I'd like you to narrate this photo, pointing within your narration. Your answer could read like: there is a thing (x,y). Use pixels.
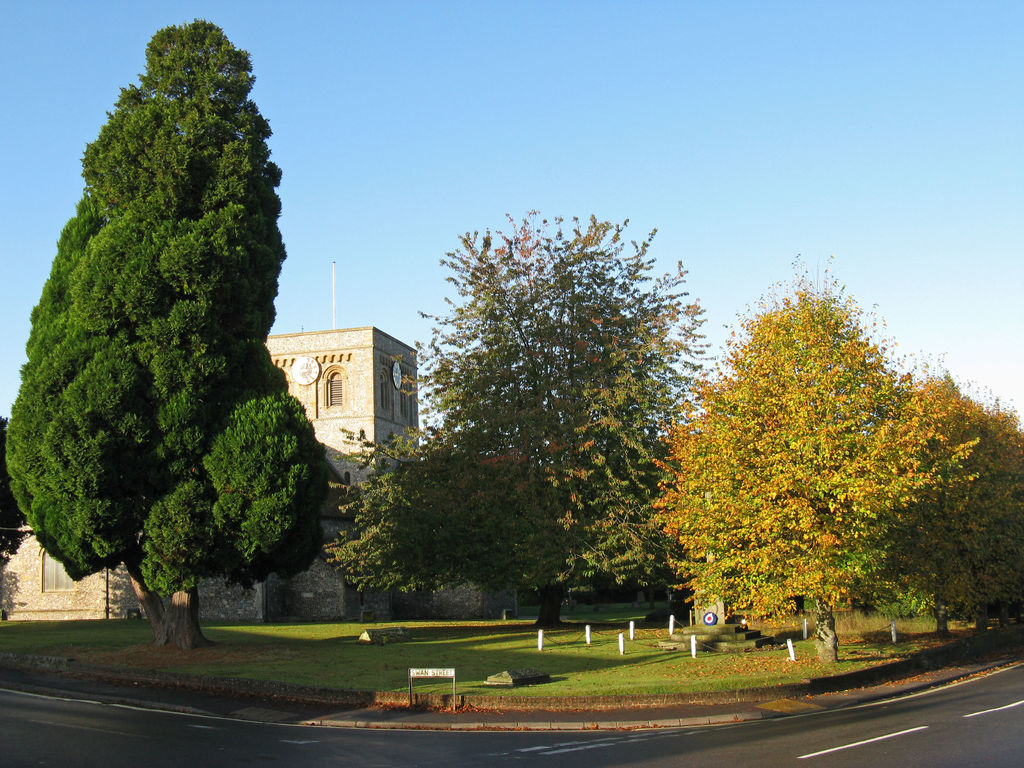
In this image I can see number of trees (567,474), grass (567,649), shadows (969,639), white lines (981,711) on road (851,763), a building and the sky (643,148) in background (546,135).
